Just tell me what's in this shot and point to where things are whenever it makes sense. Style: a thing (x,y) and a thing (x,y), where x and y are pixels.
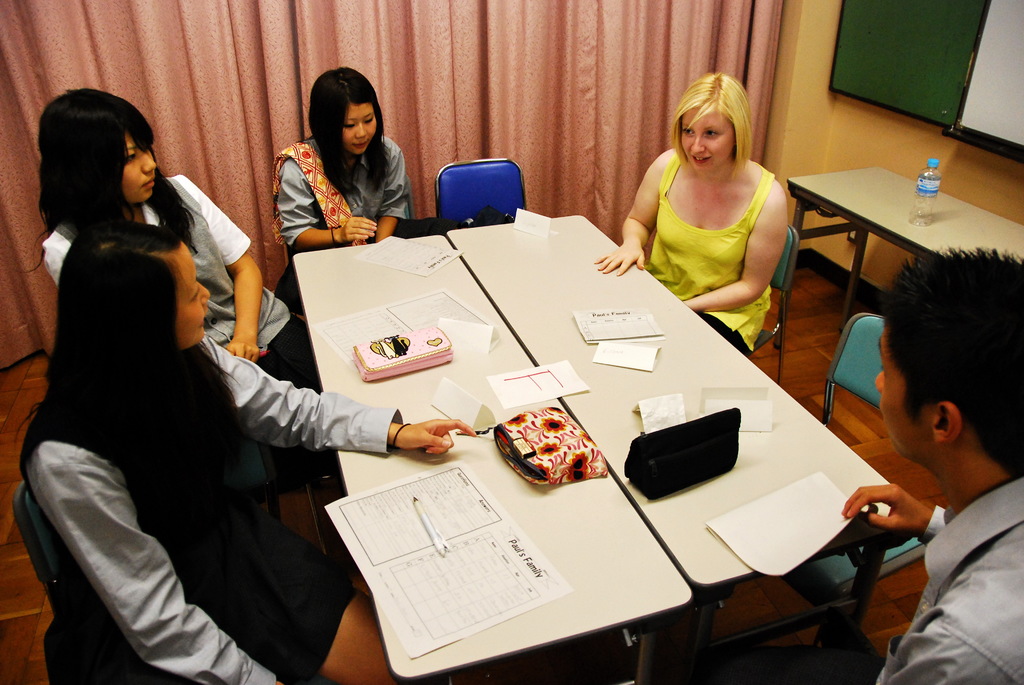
In the image we can see few persons (327,165) were sitting on the chair (791,255) around the table (466,442). On table (566,563) there is a paper (512,563), pen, bag (535,426), wallet (389,367) etc. In the background (473,99) there is a curtain (643,65), board (902,14), table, wall (824,124) and water bottle (919,208).
